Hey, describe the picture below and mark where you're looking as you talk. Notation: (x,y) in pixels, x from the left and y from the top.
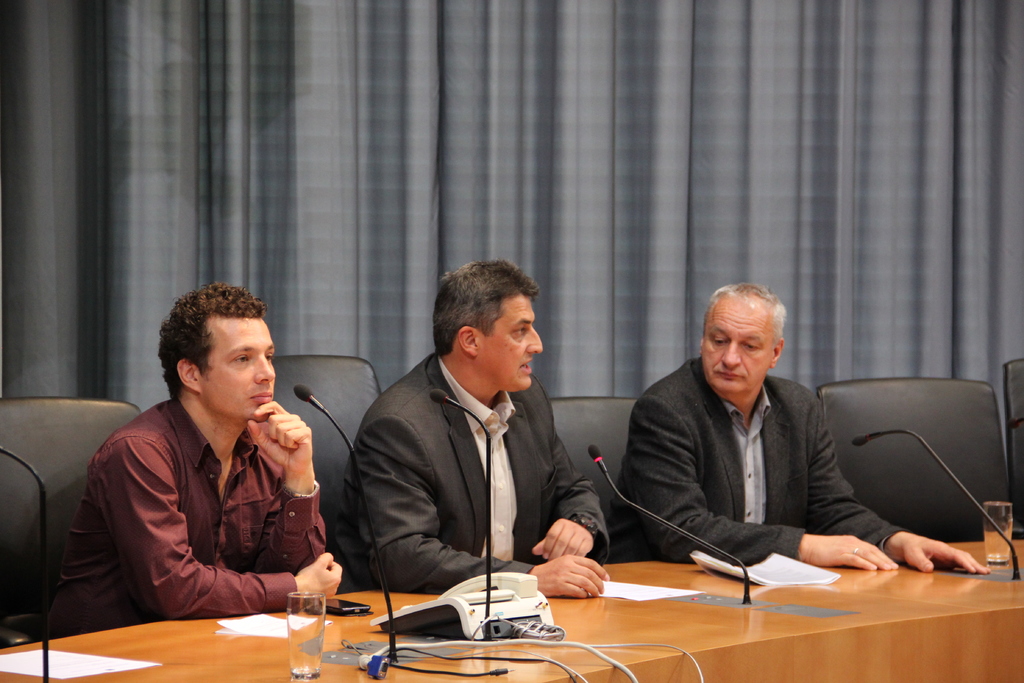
In this image there are three men (694,428) sitting on the chair (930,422), there is a desk (562,617) towards the bottom of the image (352,605), there is a mobile phone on the desk (379,610), there is a telephone (397,629) on the desk (364,602), there are papers (613,595) on the desk (329,630), there are glasses (324,611) on the desk (651,604), there are microphones (302,391), there are wires (583,646), at the background of the image (290,150) there is a curtain (529,192).
